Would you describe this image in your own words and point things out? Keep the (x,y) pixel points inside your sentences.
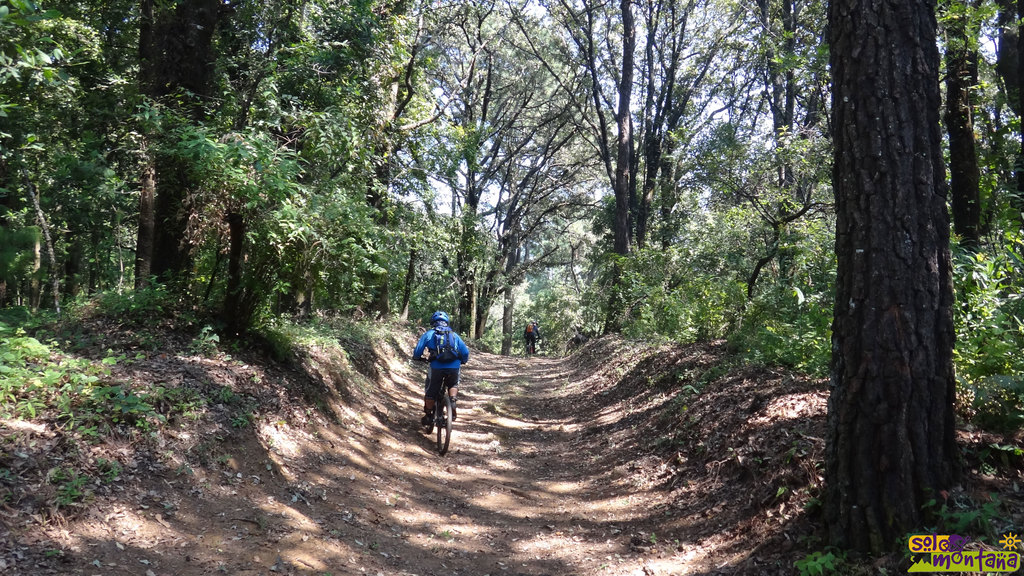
In this picture we can see two persons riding on bicycles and in the background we can see trees (4,266), sky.
